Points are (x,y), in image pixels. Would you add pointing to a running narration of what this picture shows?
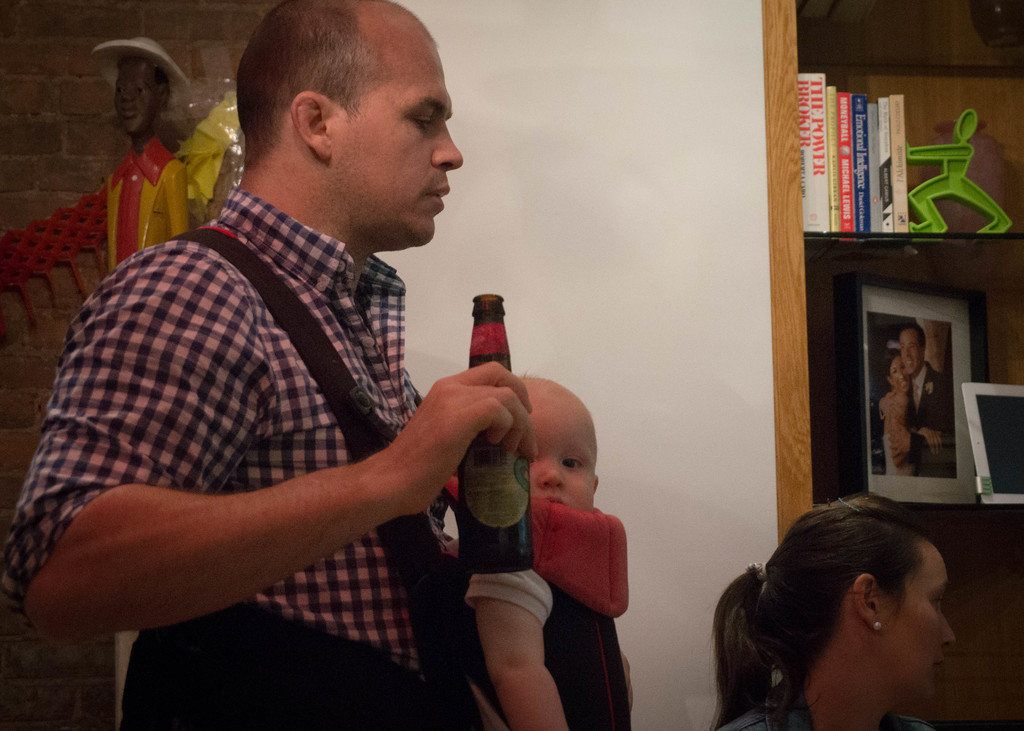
In this image I can see few people (431,203) and also I can see a man (439,409) is holding a bottle (469,564) in his hand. In the background (840,374) I can see a photo frame (851,357) and few books (815,204).
